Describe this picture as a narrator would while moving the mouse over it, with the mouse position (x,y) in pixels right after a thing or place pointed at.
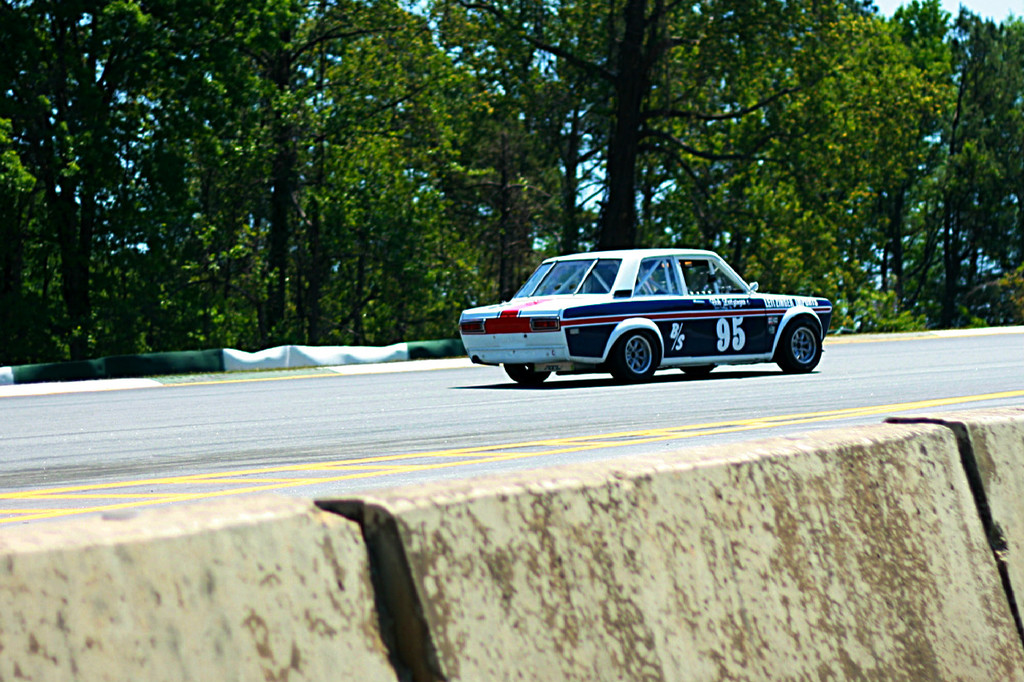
In this image I can see the divider (76,604) and there is a vehicle (479,314) on the road (342,421). In the background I can see many trees (768,5) and the sky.
